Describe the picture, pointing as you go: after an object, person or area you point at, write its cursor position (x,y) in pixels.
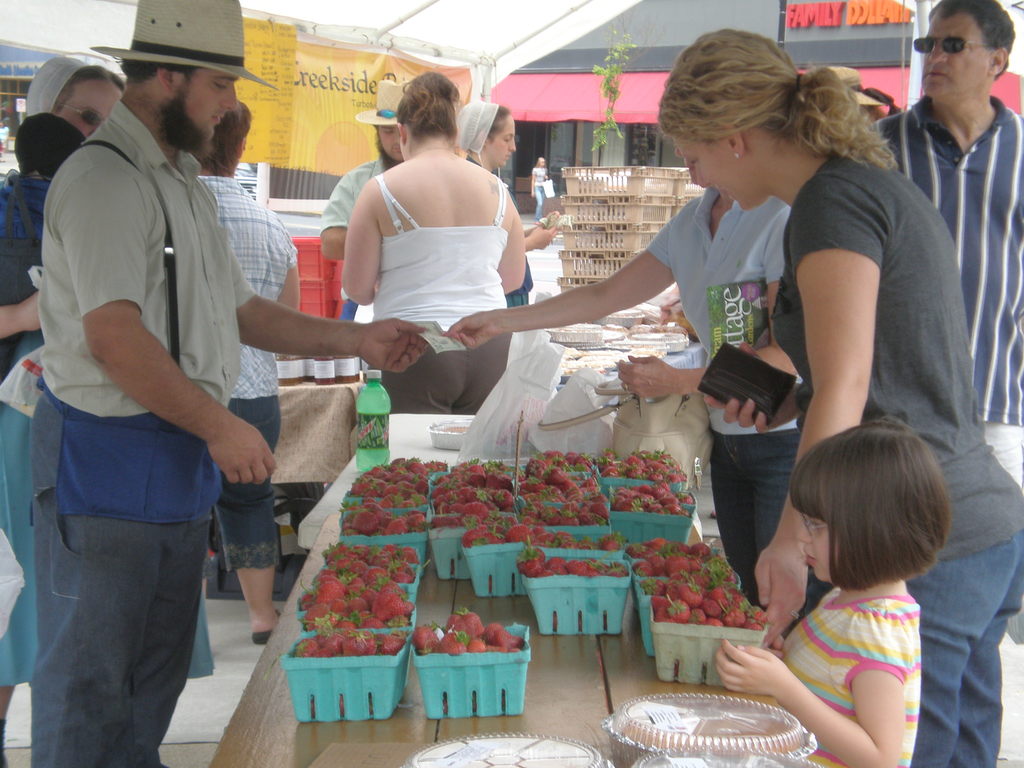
In this image we can see a table (634,691). On table (651,685) some containers (516,661) are there, containing strawberries (471,635). Right side of the image (809,305) two women (813,315), one man (949,200) and one girl (851,661) is standing and they are purchasing strawberries (407,604). Left side of the image (154,326) one man (122,310) is standing, who is wearing white shirt (147,246) and cream color hat (176,39). Behind people (479,193) are selling the other products (319,369). Background of the image (542,79) one building (538,64) is there.
